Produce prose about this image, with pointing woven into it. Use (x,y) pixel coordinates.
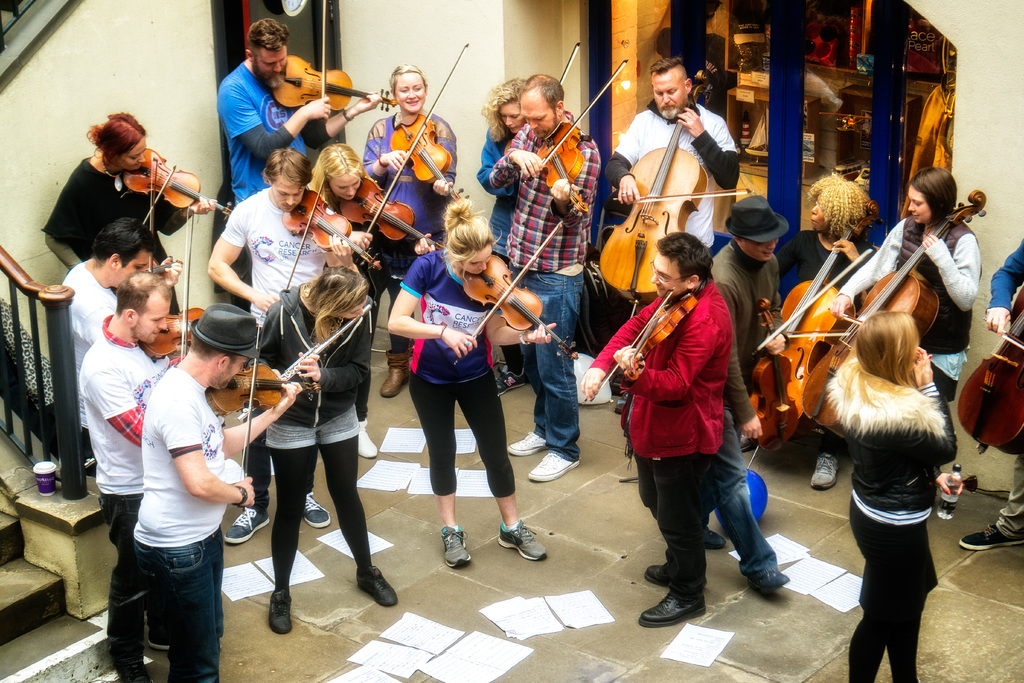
Here we can see a group of people (712,391) playing violins (248,401) and there are papers (468,496) here and there on the ground (287,647).
